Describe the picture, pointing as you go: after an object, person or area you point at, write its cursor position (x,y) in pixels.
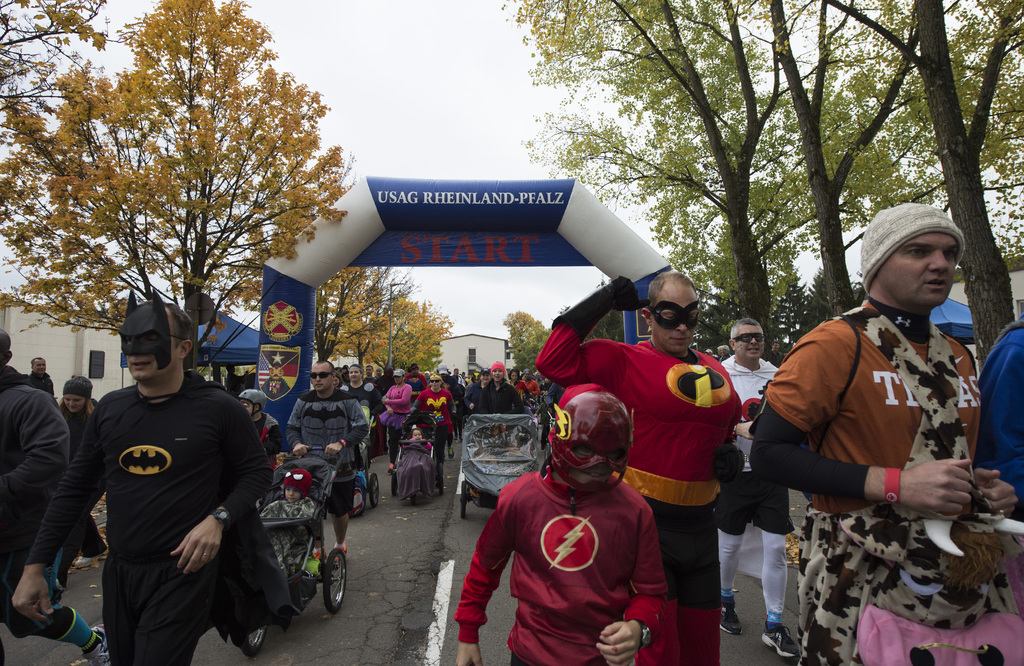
In this picture I can see group of people (960,467) in fancy dresses (701,353), there are strollers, there is an inflatable arch (470,255), there are houses (451,361), canopy tents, there are trees (1015,197), and in the background (508,122) there is sky (446,77).
